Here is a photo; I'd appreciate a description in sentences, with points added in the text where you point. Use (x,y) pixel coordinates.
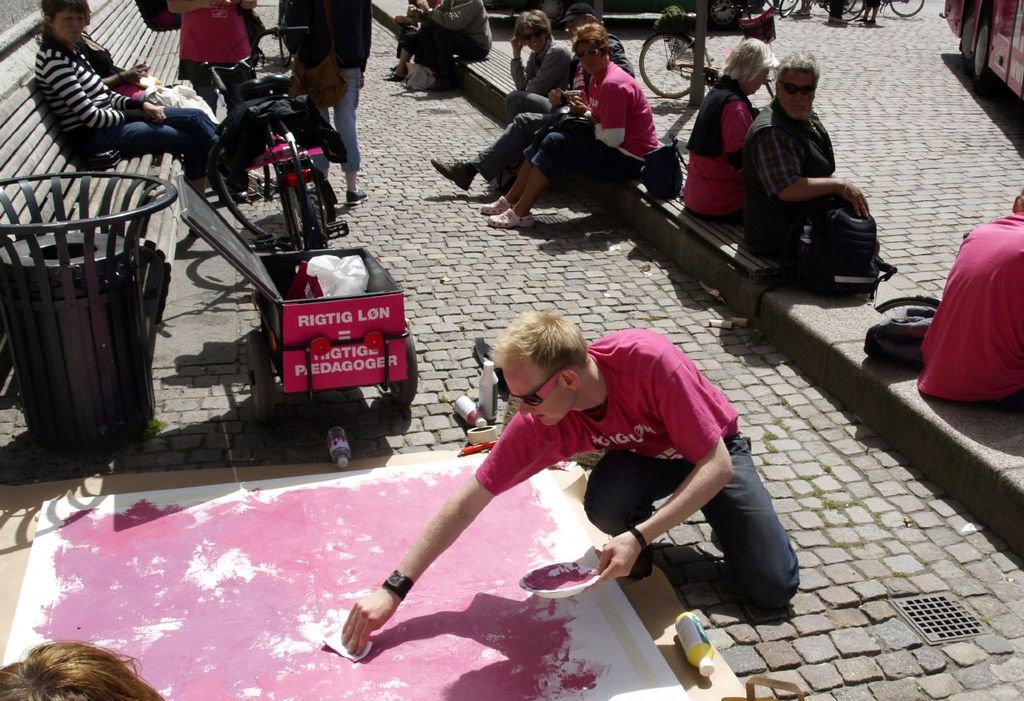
In this picture there is a man (666,466) wearing a pink color t-shirt (635,423), painting the whiteboard (480,592) which is placed on the cobblestones (925,692). Behind there is a woman (106,143) sitting on the wooden bench (152,157). In the background (462,21) there is a group (695,170) of a man (834,167) and woman (733,180) sitting and looking to him.
